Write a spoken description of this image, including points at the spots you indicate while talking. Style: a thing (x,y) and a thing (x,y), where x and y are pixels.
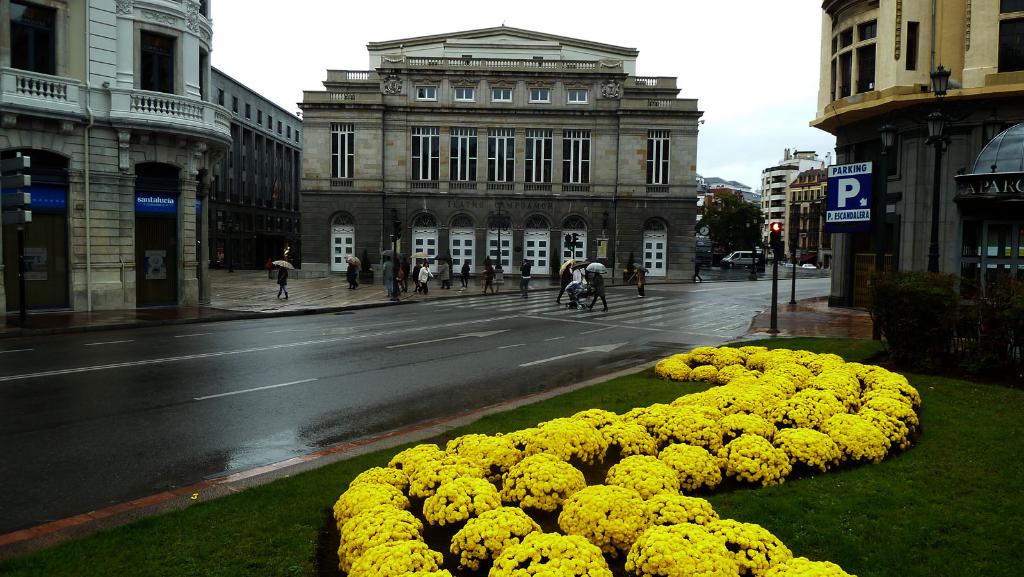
In this image we can see many buildings (818,199). There are many people (525,268) and few people (564,276) carrying some objects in their hands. There are many flowers (633,498) to the plants (681,469). There are few street lights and traffic lights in the image. There are few vehicles (750,263) in the image. There is a grassy land (741,342) in the image. We can see the sky (690,10) in the image.
